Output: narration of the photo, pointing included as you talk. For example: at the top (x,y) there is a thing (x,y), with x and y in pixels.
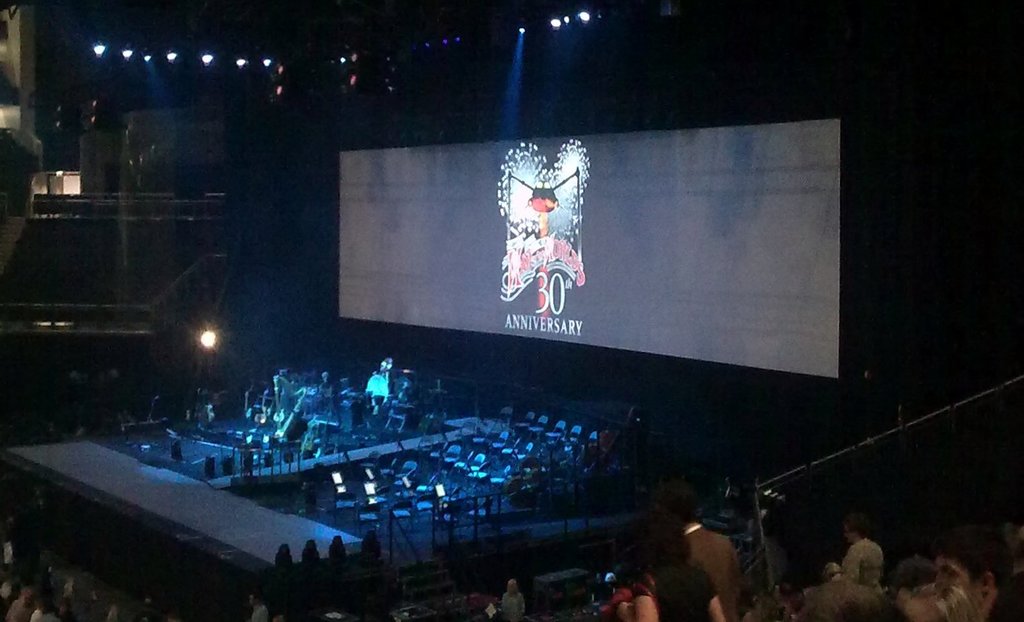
In this picture I can see number of people (54,606) in front (836,597) and in the middle of this picture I can see number of chairs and few more. On the right side of this picture (699,224) I can see a screen (399,223) on which there is a logo (509,247) and something is written. In the background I can see the lights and I see that it is a bit dark.
